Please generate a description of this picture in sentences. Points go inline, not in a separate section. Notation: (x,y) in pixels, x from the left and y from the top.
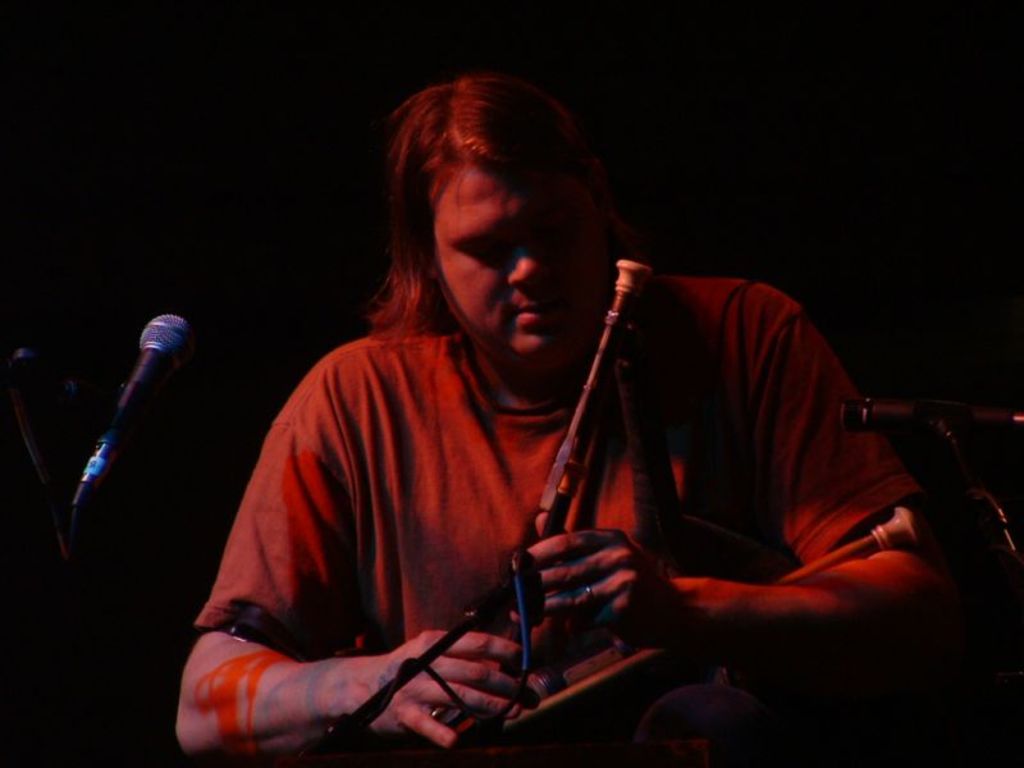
In this picture we can see a person (412,562) holding a musical instrument (599,459) in his hand (570,544). There is a stand (1014,542) on the right side (990,498). We can see a mic (121,430) on the left side (99,449).
